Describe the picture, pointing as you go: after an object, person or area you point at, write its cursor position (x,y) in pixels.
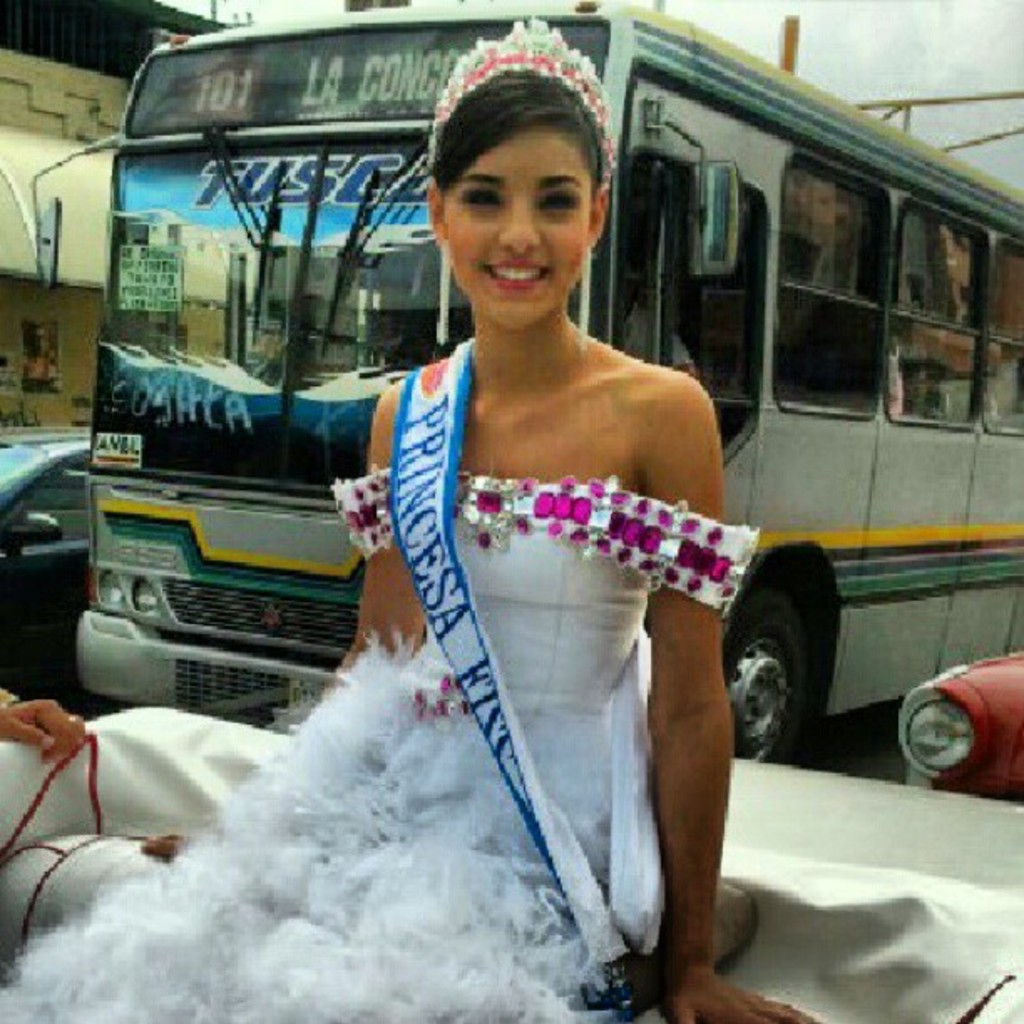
In this image in the foreground (543,490) a lady (550,587) is sitting wearing white gown (370,858) and crown (537,41). She is smiling. In the background (300,235) there are few vehicles (245,448).
